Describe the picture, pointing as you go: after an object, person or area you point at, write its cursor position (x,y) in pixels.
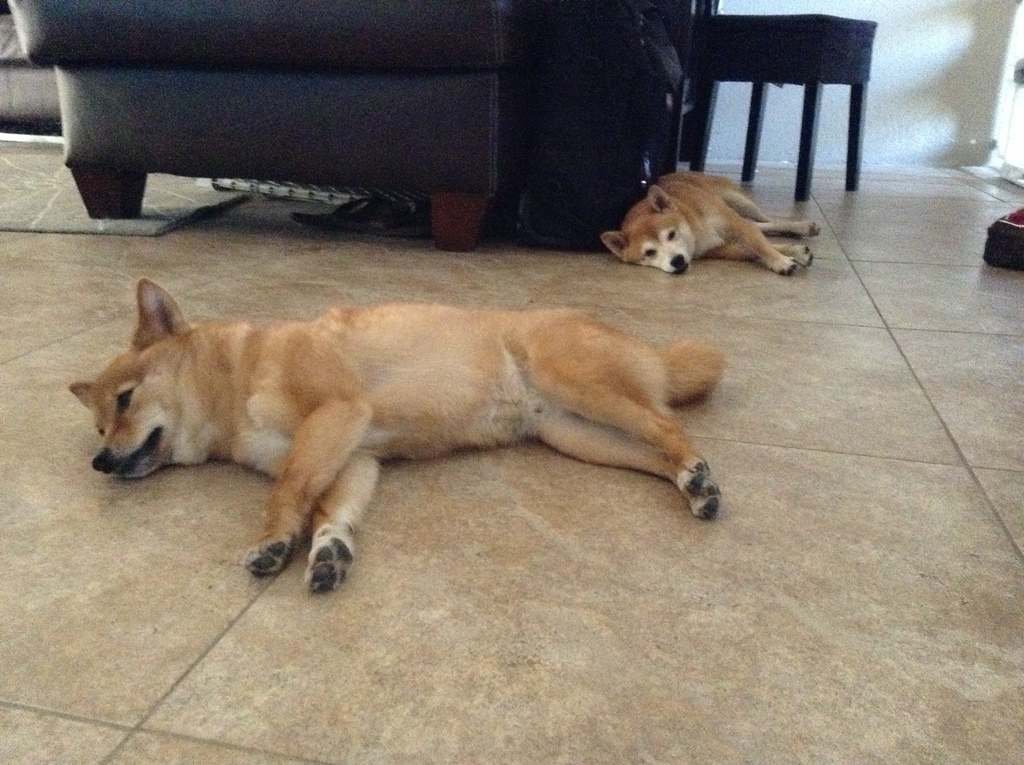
This is the picture there are 2 dogs (789,257) lying on the floor (326,259) and at the back ground (401,60) there is a couch (401,60), chair (708,65).
